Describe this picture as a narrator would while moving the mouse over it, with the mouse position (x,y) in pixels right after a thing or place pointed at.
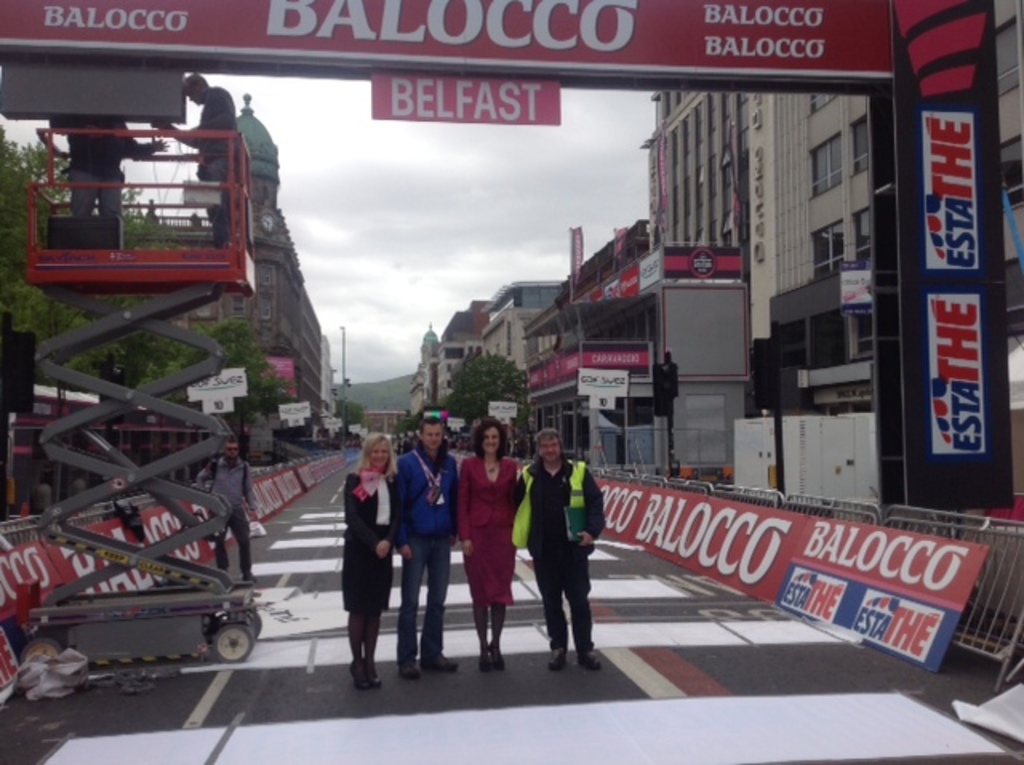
As we can see in the image there are banners (903,122), buildings (565,351), trees (512,391), group of people (536,486) standing over here and sky (436,256).
